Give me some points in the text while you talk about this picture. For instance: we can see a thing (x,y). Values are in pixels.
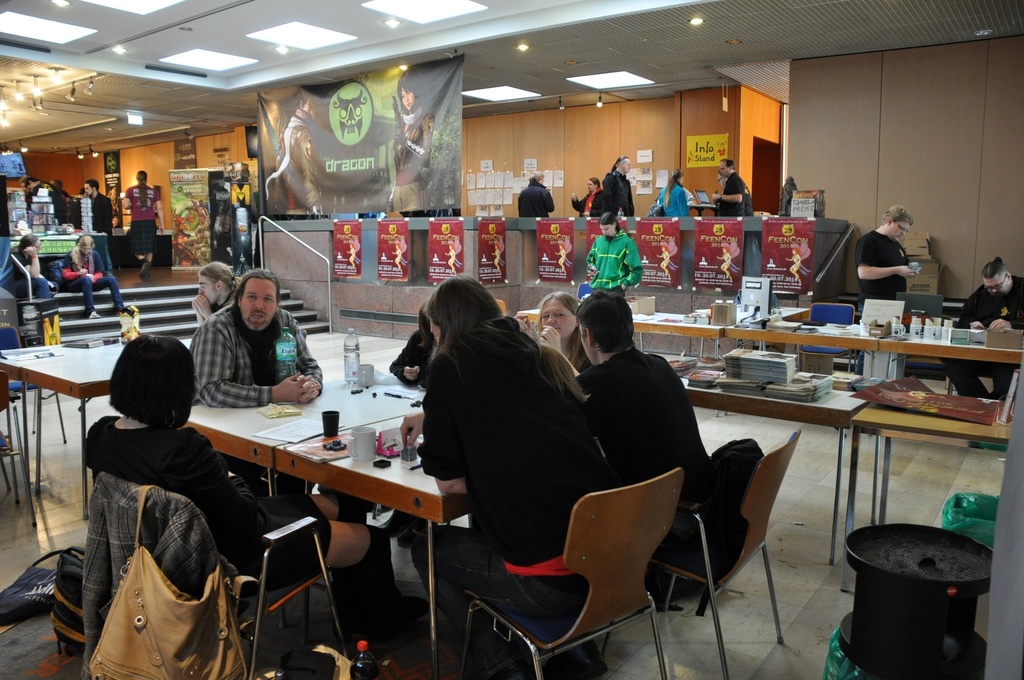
In this image, few peoples (518,516) are sat on the chair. We can see table (337,403), bottle (348,358), cap (364,368), glass (333,424). And here we can see tables (932,346). On top of it, there are few items (768,379) are placed. So many peoples (730,193) are standing here. Here we can see banners (503,242) at the background (428,143). We can see white color roof (315,49), lights (281,51), The left side (44,238), we can see some stall (57,241). Here we can see stairs (160,311). Few are sat on the stairs (78,309). Few are standing here.
